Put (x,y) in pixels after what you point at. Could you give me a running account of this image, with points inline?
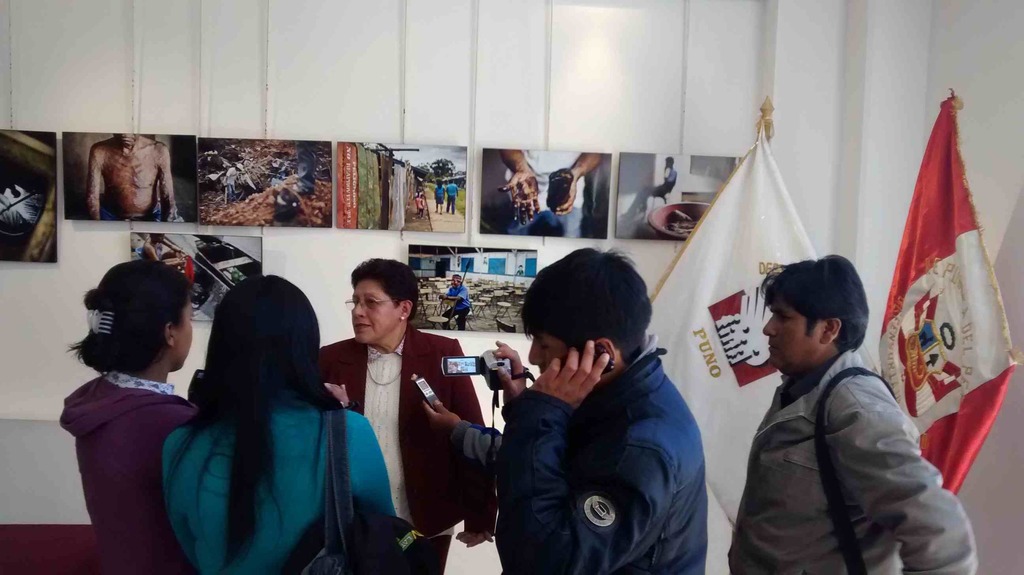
As we can see in the image there is a white color wall (809,87), group of people (888,567), flags (728,227), photos (275,170), camera (479,361) and mobile phone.
